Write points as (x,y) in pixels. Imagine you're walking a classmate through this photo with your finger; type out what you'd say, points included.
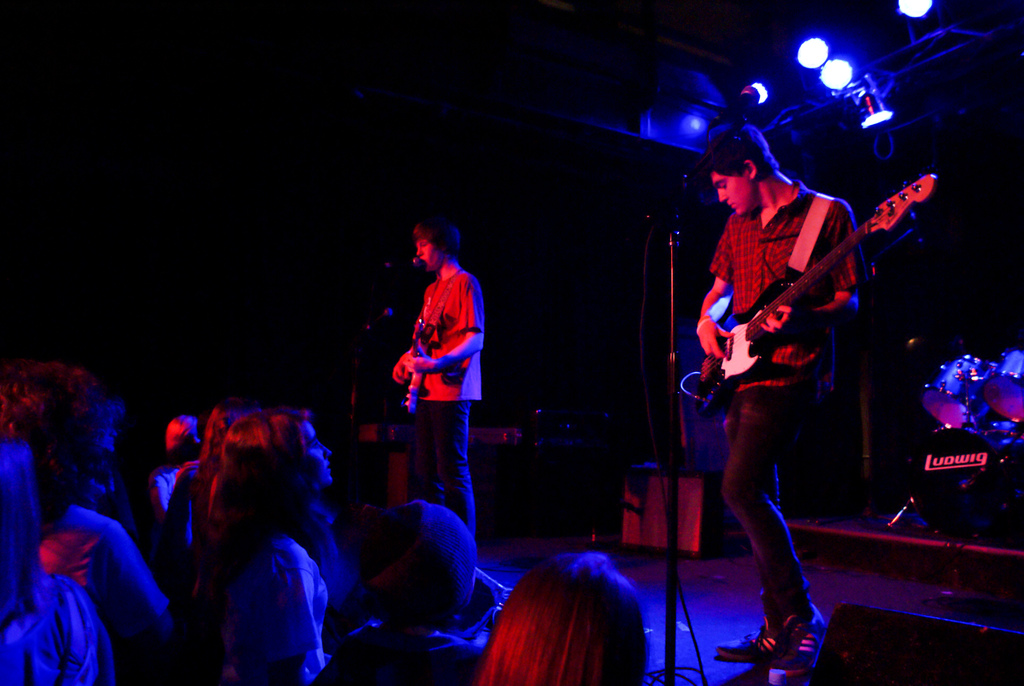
There are two people (446,331) standing and playing guitars (783,295). this is the mic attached to the mike stand (671,650). I can see a person (434,289) singing a song. These are the people (215,496) watching their performance. At the right side of the image (930,477) I can see drums (979,476). These are the show lights (851,71) at the top (848,88).
